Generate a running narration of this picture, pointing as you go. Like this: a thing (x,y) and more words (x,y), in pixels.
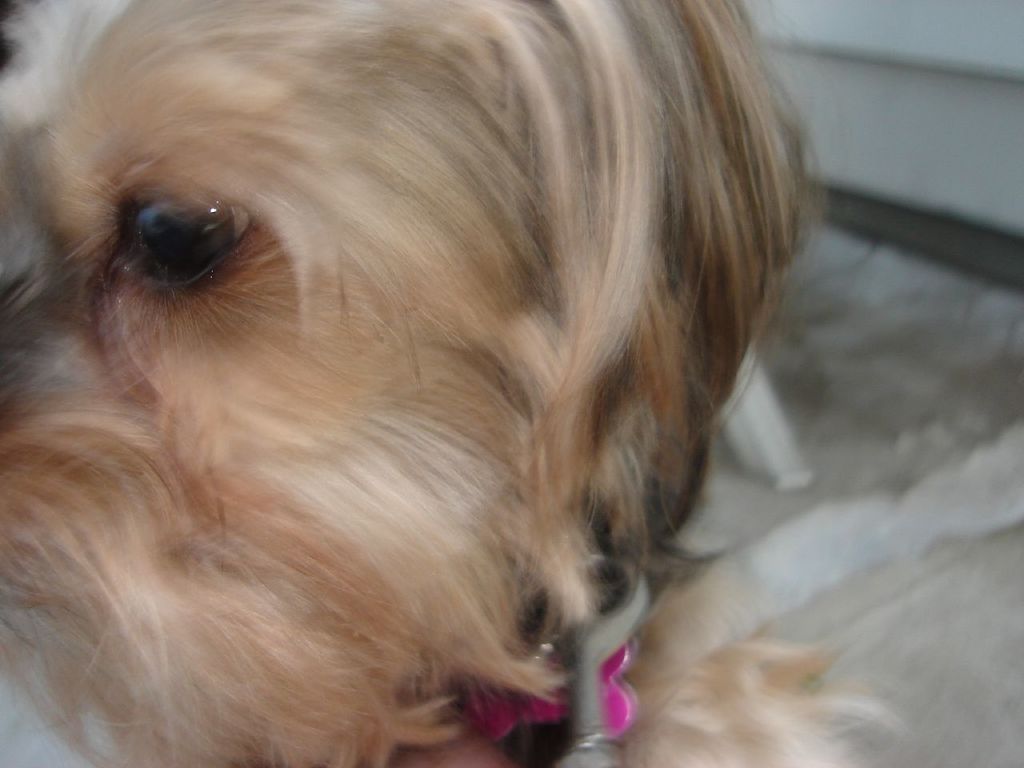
In this picture we can see a dog (332,495) in the front (410,470), there is a blurry background (1012,83).
